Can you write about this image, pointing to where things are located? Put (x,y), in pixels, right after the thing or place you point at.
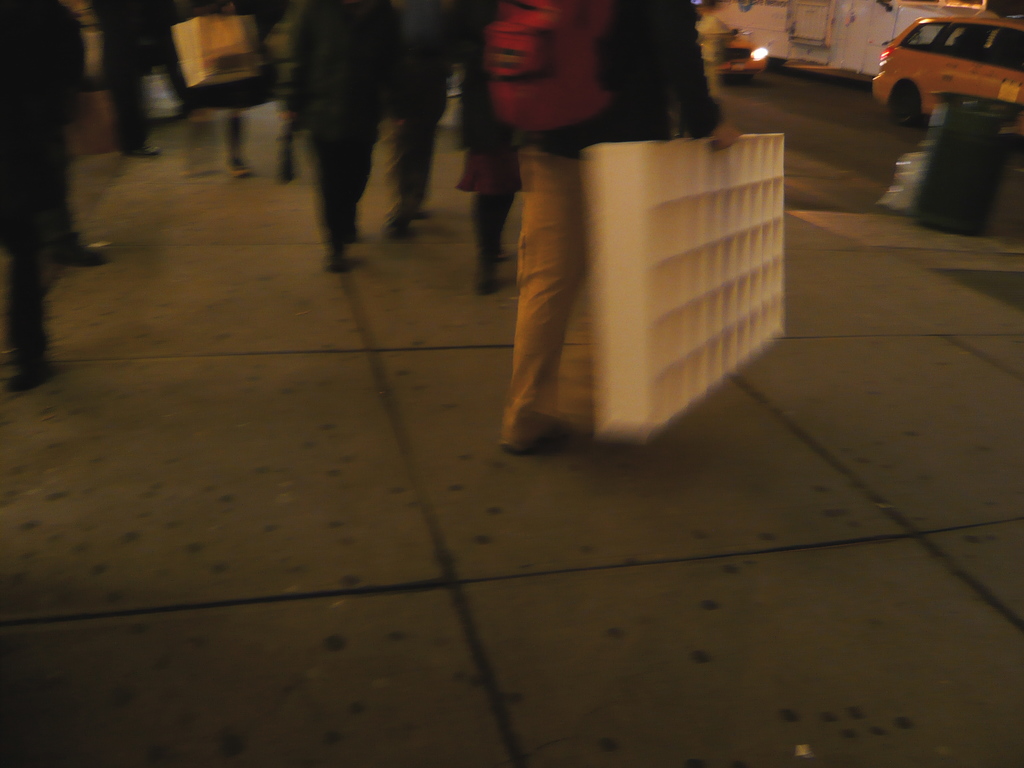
In this image there are a few people (527,241) walking by holding luggage bags (738,324) in their hands (715,134), beside them there is a trash can (951,101), beside the trash can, there are vehicles (915,101) on the road (765,87), on the other side of the road (847,82) there is a wall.
